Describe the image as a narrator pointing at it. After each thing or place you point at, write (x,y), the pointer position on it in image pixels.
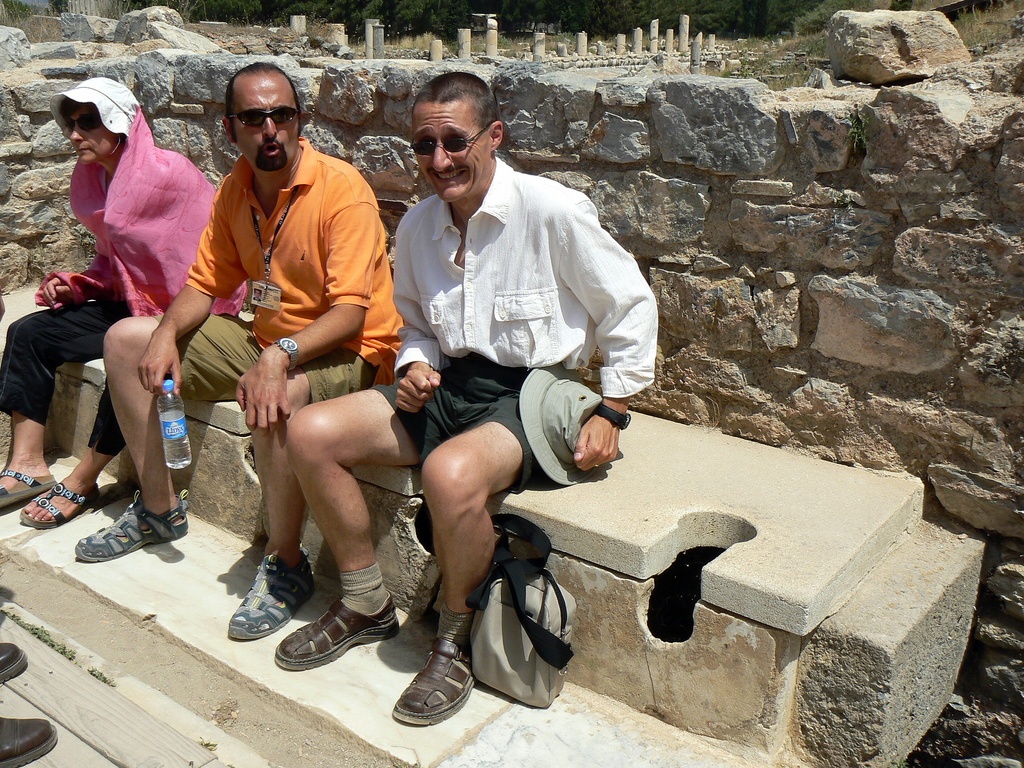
In this picture there are people (340,283) sitting and we can see wall (663,230) and rocks (30,36). In the background of the image (737,40) we can see grass (737,40), poles (693,39) and trees (782,30).
